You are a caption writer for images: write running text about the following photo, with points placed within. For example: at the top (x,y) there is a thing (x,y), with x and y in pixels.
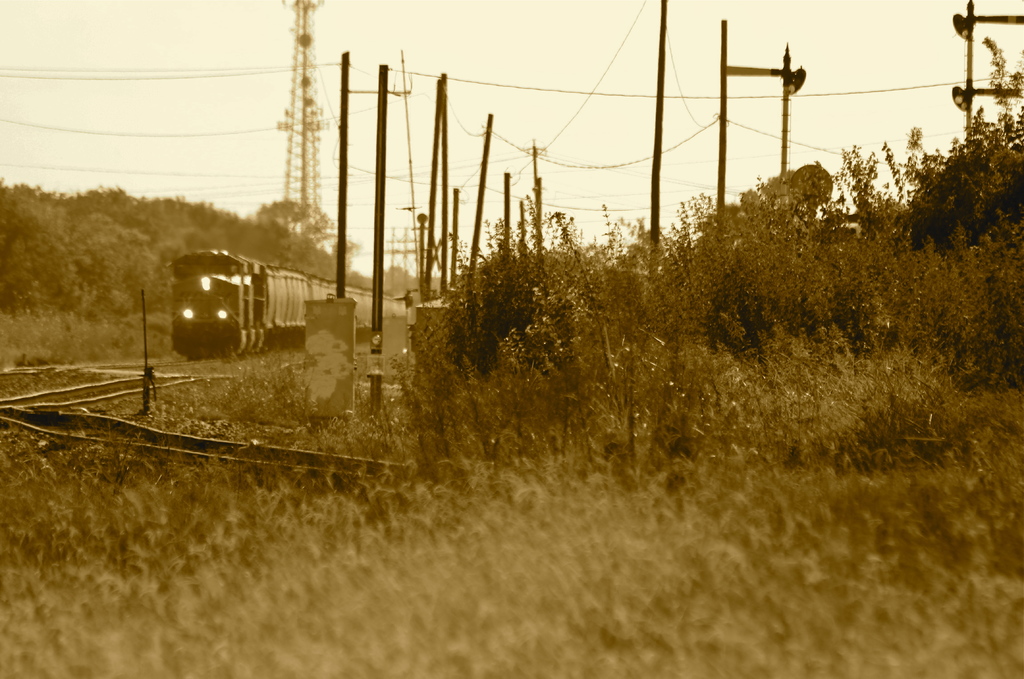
In this picture I can see a train (320,283) on the railway track (48,405). I can see poles (375,252), cables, tower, plants (900,651), trees (320,265), and in the background (611,71) there is the sky (696,74).
